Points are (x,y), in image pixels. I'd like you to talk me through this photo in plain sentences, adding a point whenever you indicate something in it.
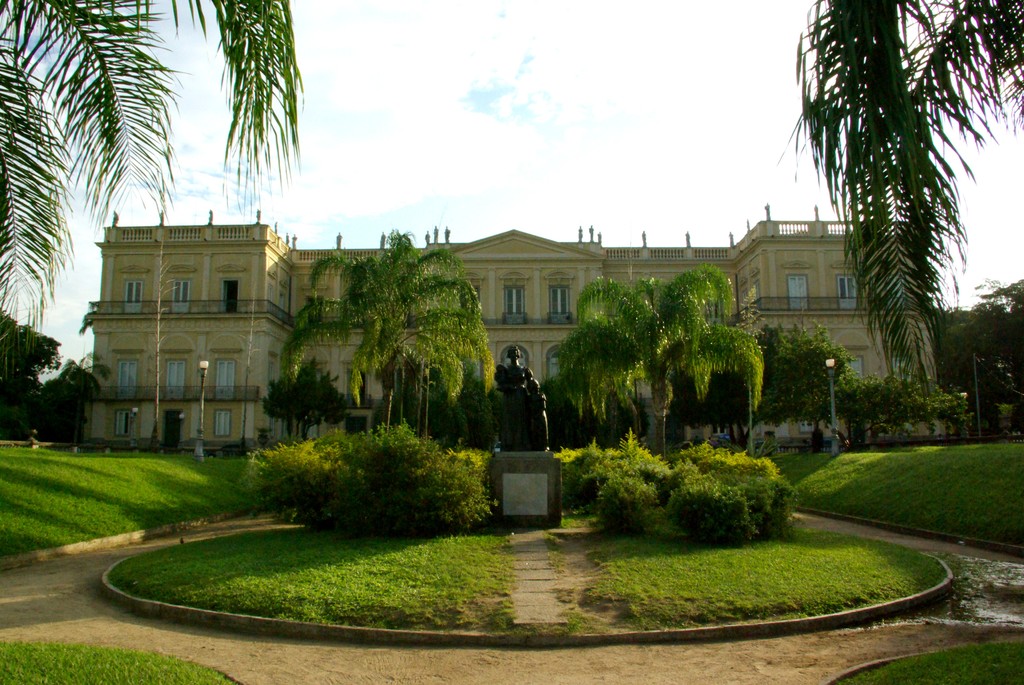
In the picture I can see a building (502,354), plants (468,476), the grass (446,569), a statue (514,410) and trees (715,428). In the background (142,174) I can see trees (716,415), pole lights (203,446), the sky (443,133) and some other objects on the ground (12,597).
